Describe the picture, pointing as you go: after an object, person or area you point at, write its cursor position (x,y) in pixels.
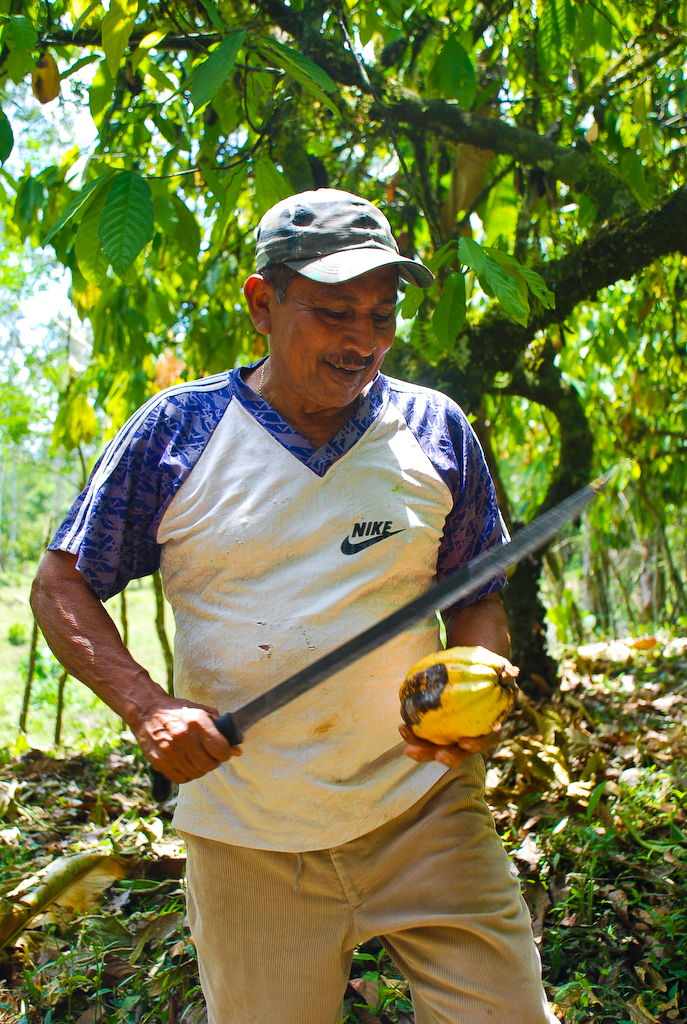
In the image a person (448,494) is cutting a cocoa fruit (424,697) by holding it in his hands (189,757), behind the person (317,430) there are some trees (410,180) and dry leaves (71,885).
